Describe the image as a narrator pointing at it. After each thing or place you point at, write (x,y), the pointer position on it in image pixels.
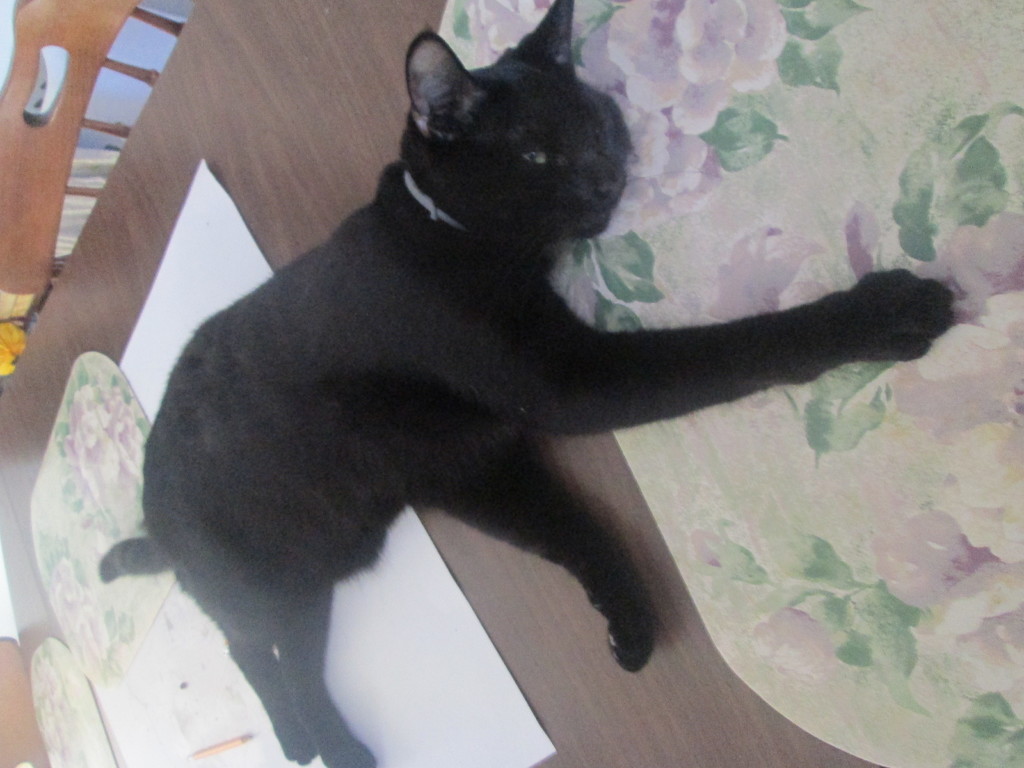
In this image, we can see a black cat (345,520) lying on the table (331,148), we can see a white paper (403,705) on the table (321,84). There is a chair (17,268) beside the table (370,111).
